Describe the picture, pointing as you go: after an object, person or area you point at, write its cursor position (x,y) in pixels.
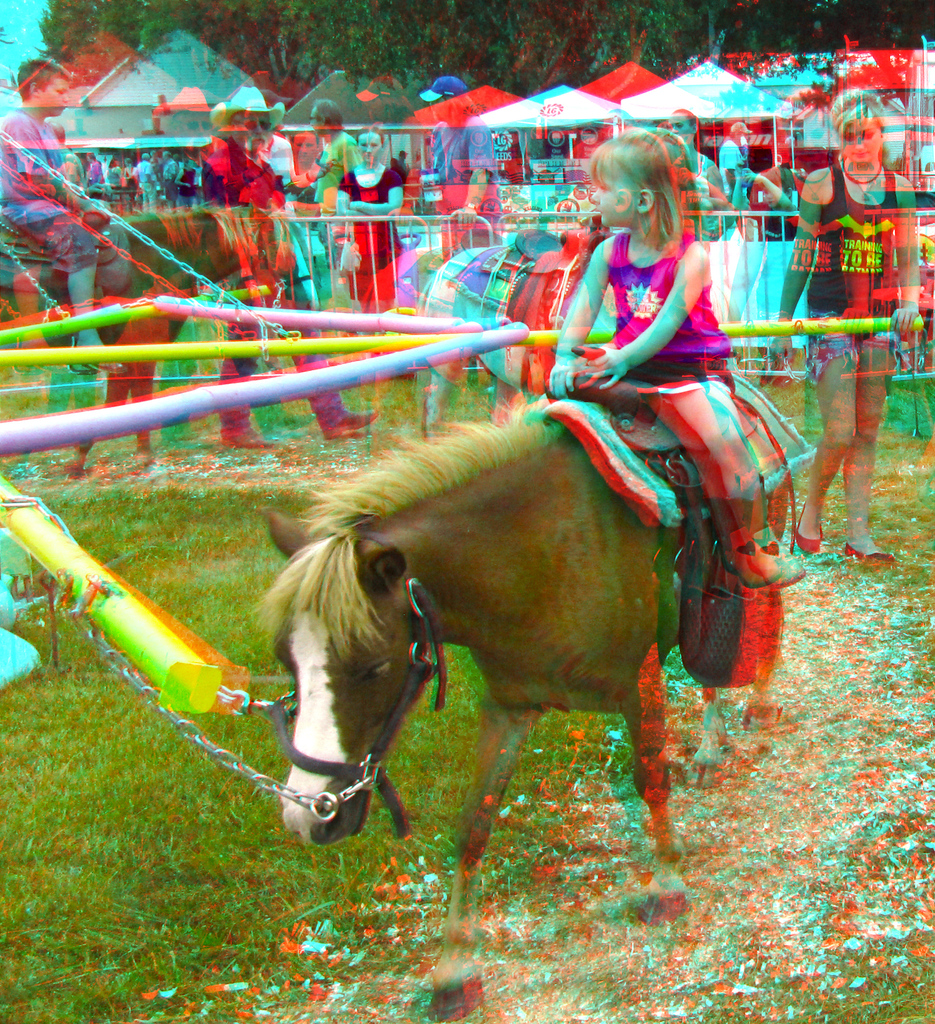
Here we can see a girl (646,382) sitting on the horse (566,487), and here is the grass (176,513), and at back (144,170) a group of people (844,215) are standing, and here is the tent (729,88), and here are the trees (325,36).
